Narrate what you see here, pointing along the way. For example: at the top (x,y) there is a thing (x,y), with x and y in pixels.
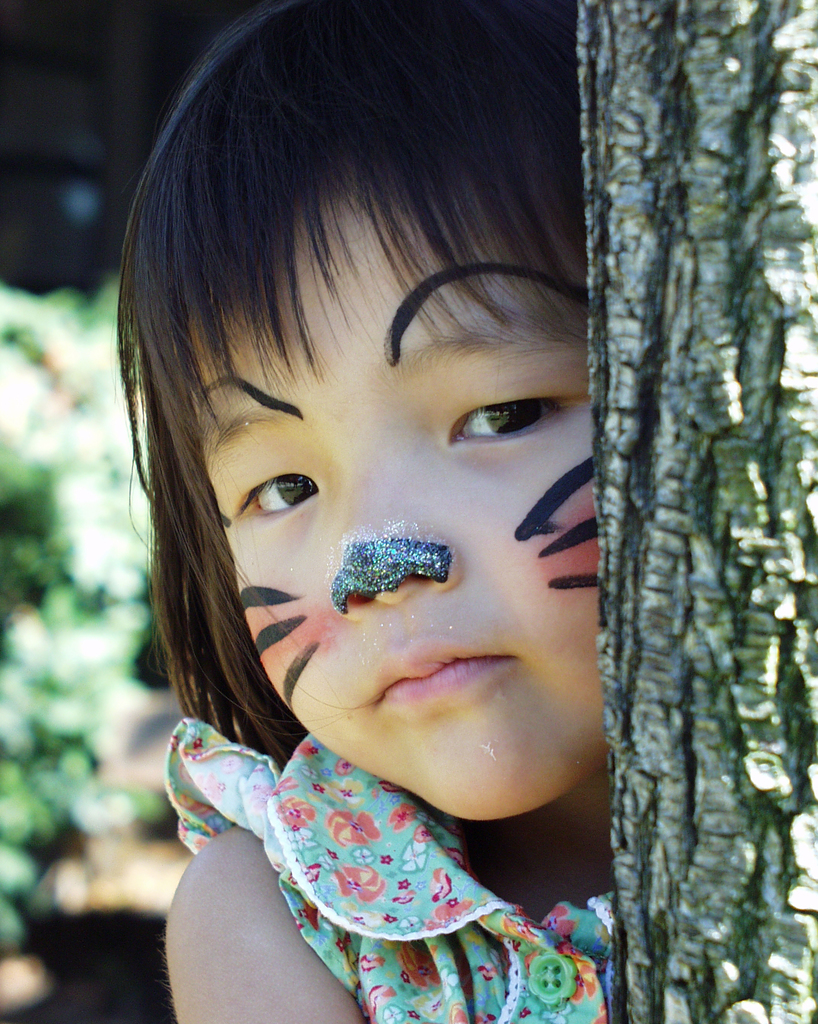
In this picture I can see a girl (277,804) wearing face painting (442,552), side there is a tree trunk (712,274).
